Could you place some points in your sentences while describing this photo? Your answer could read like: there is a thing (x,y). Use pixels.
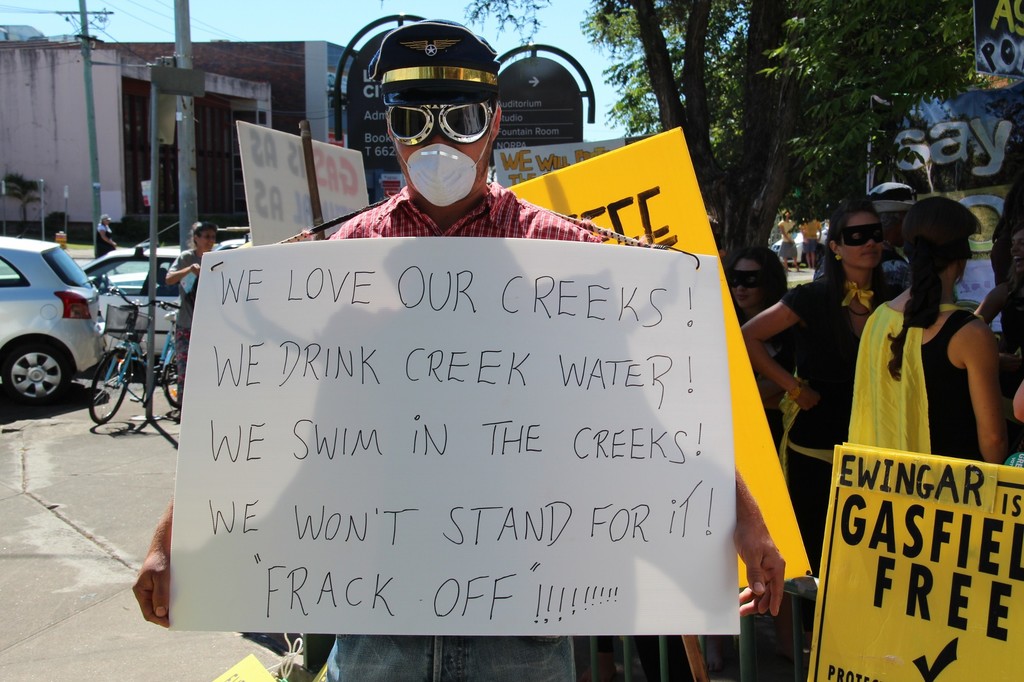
In this image we can see a man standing on the road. He is wearing a shirt (535,211) and he is holding a notice board (416,589). Here we can see a cap (484,71) on his head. Here we can see a few persons (976,408) on the right side (1023,271). Here we can see the trees (859,100) on the right side (812,137). Here we can see the cars (134,268) on the road (127,395) and they are on the left side (119,305). Here we can see a bicycle (126,372). Here we can see the buildings (291,82) on the left side (105,110).
